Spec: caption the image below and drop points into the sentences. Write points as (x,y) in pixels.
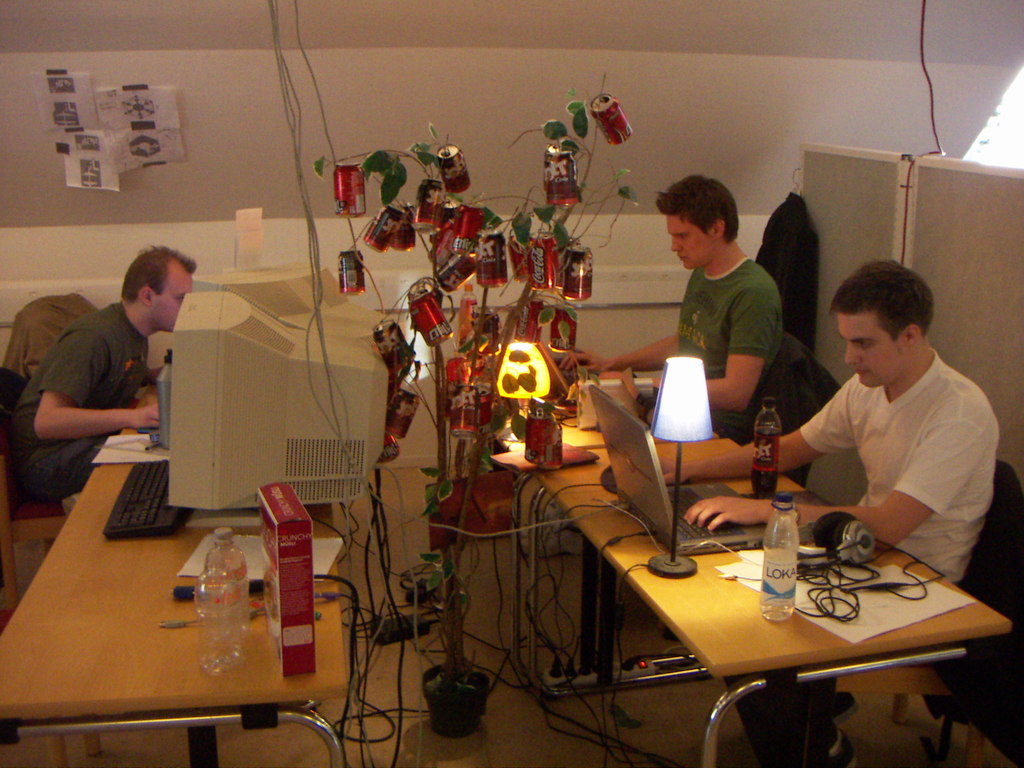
In the picture we can find three people (748,281) are sitting on the chairs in the front of the desks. On the desk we can see a laptop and monitor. in the background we can find a decorated tree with tins (475,408).
